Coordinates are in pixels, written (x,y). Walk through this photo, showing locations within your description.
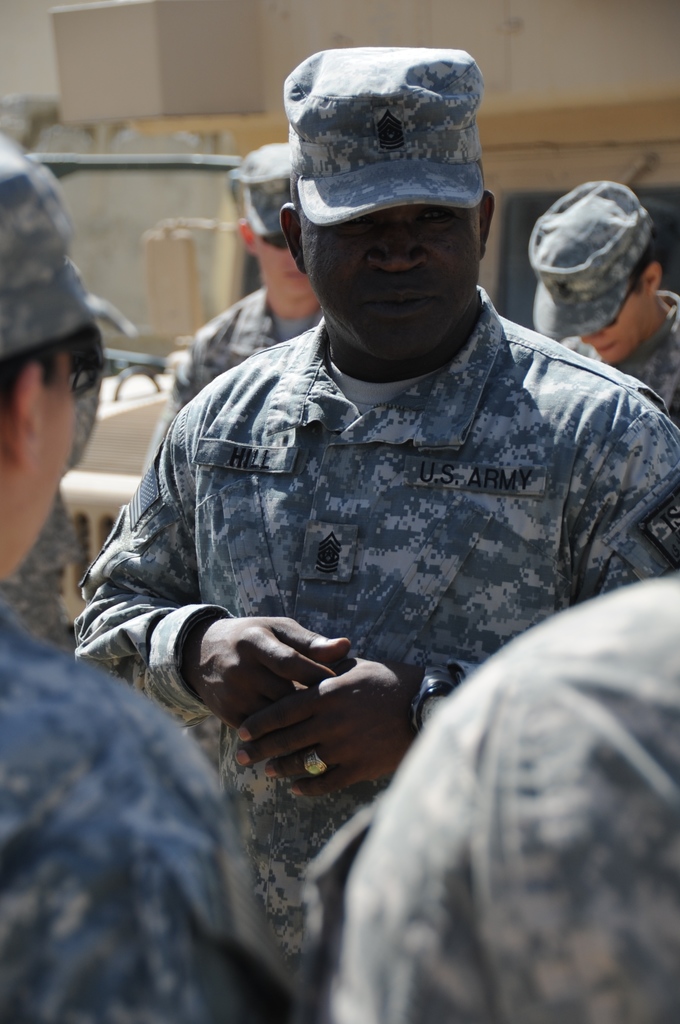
In this image I can see group of people (285,190) standing and they are wearing uniforms (371,190). Background (98,254) I can see a building (144,176) in cream color.
